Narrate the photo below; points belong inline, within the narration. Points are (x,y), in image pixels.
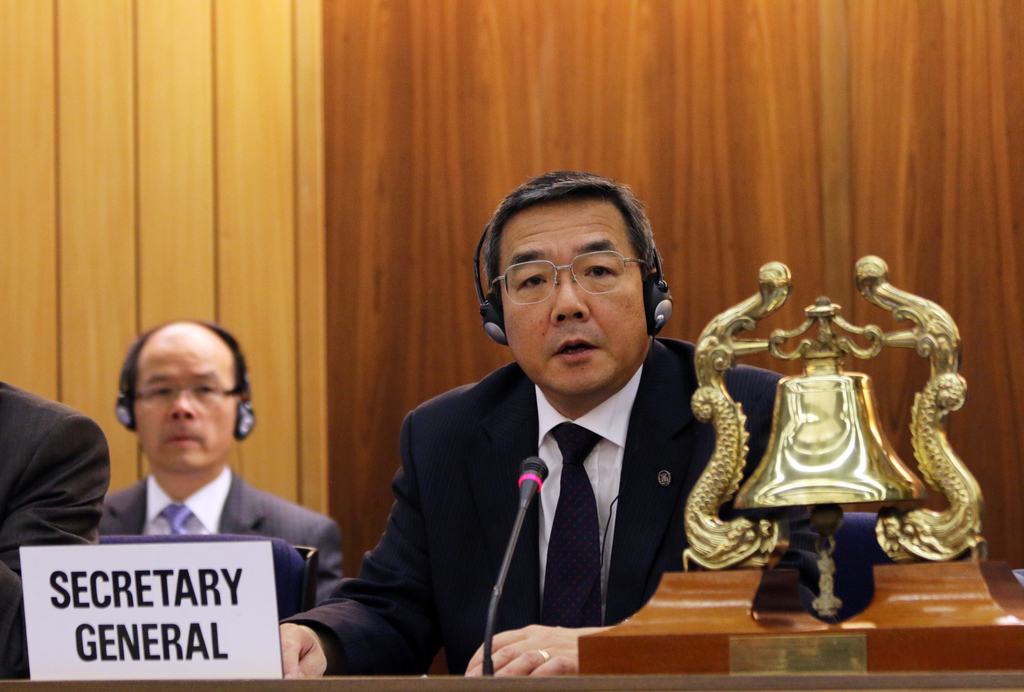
In this image we can see persons (129,371) sitting at the table (470,686). On the table (439,686) we can see name board (267,574), mic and bell (707,542). In the background (748,148) there is wall (433,170).
